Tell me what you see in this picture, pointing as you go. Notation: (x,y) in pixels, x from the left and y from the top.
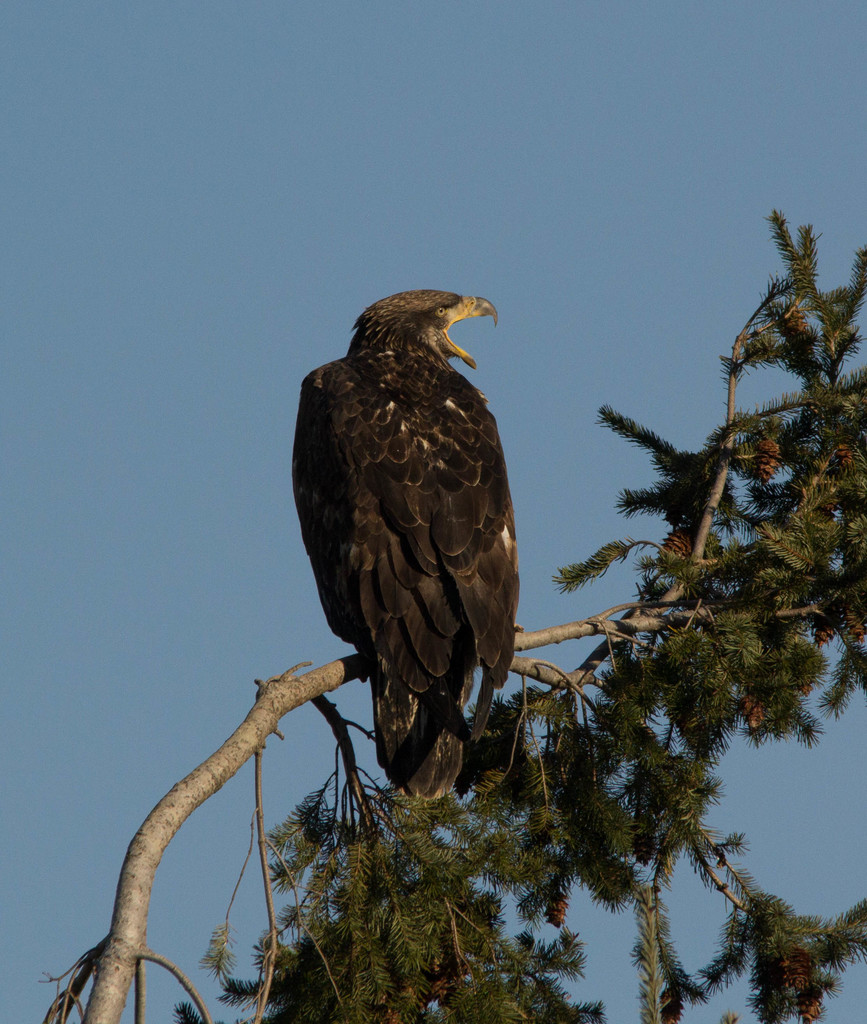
In the center of the image (372,553) we can see a bird (398,494) on the tree (523,687). In the background (512,398) there is sky (254,246).
